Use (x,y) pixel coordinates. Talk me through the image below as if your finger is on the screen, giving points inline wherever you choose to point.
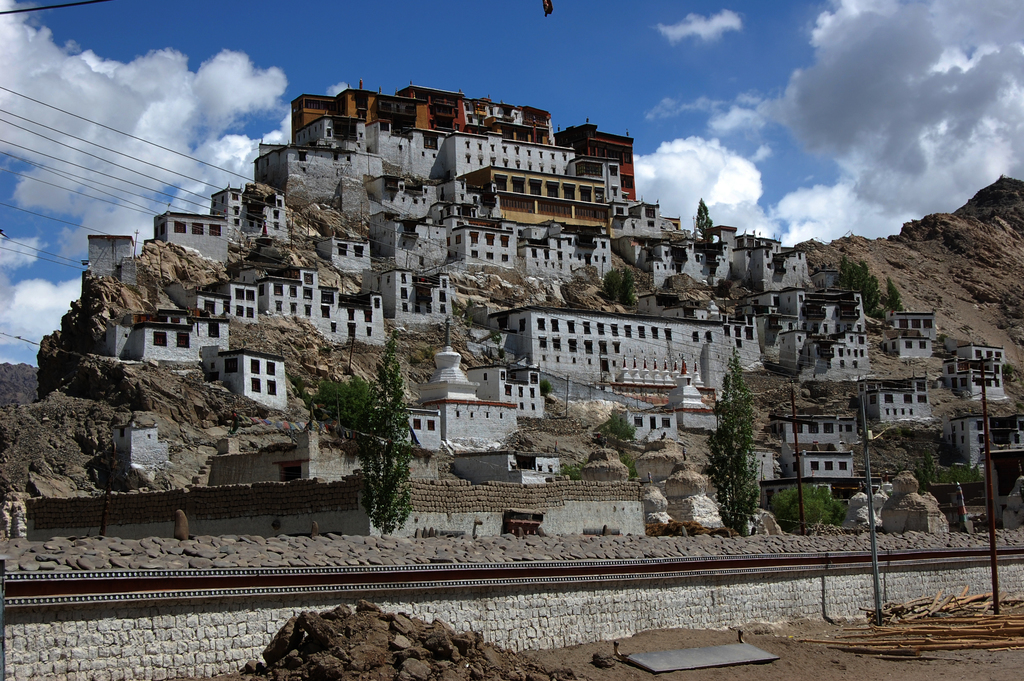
In this image I can see some building (441,276) on the hills (455,296), in front (417,583) there is a wall (434,589).
